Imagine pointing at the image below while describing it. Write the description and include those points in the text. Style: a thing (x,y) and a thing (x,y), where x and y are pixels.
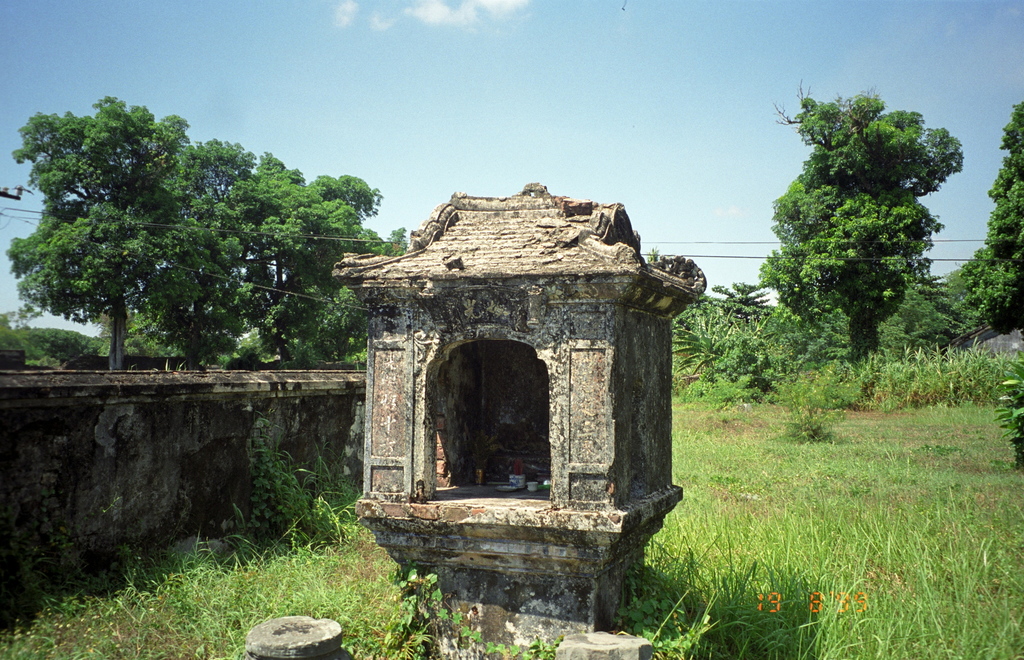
Here in this picture, in the front (471,344) we can see an old monumental hut like structure (397,345) present on the ground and we can see grass (310,566) present on the ground (659,530) and on the left side (304,439) we can see a wall (202,390) present and in the far we can see plants (694,384) and trees (237,264) covered over there and we can also see wires (25,210) hanging and we can see clouds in the sky (369,167).
